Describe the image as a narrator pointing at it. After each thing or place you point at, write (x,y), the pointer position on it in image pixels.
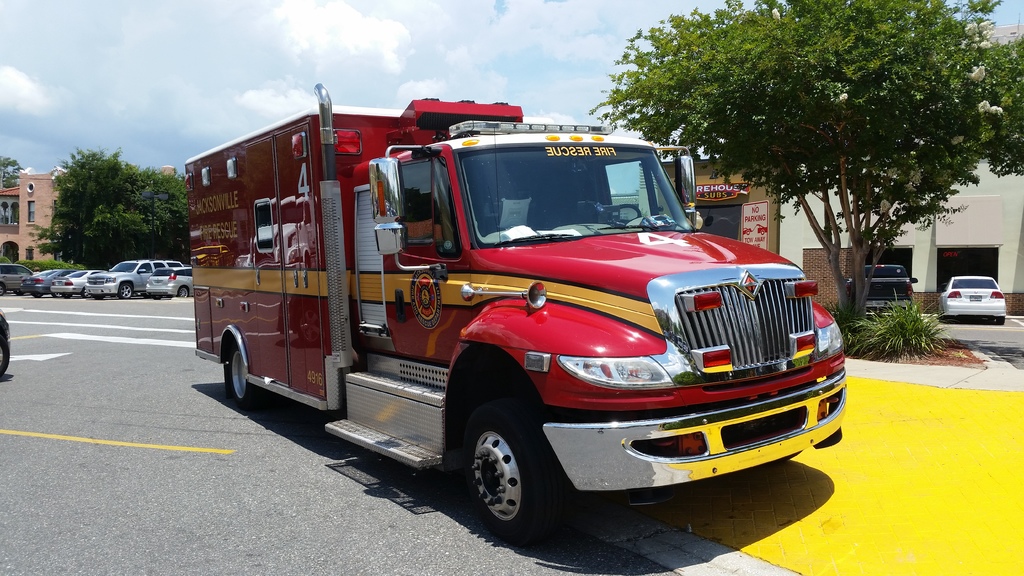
In the center of the image (373,308) we can see one vehicle (402,304) on the road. And we can see the vehicle (574,483) is in red color. In the background (721,122), we can see the sky (135,128), clouds (298,45), buildings (48,178), plants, trees (745,162), vehicles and a few other objects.
